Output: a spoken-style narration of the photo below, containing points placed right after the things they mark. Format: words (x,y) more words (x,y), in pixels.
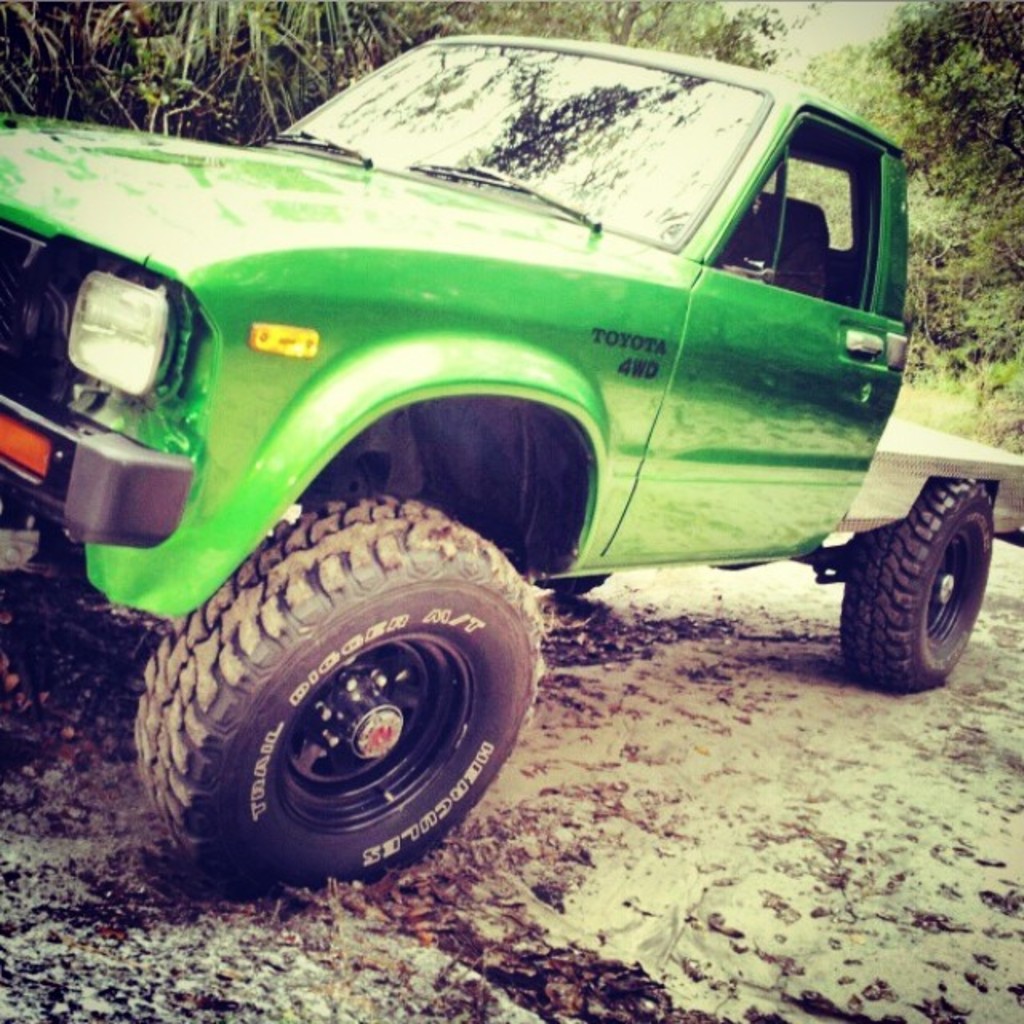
In this image, we can see a green truck (622,393) on the ground (679,774). Background (241,117) we can see trees (981,76).
